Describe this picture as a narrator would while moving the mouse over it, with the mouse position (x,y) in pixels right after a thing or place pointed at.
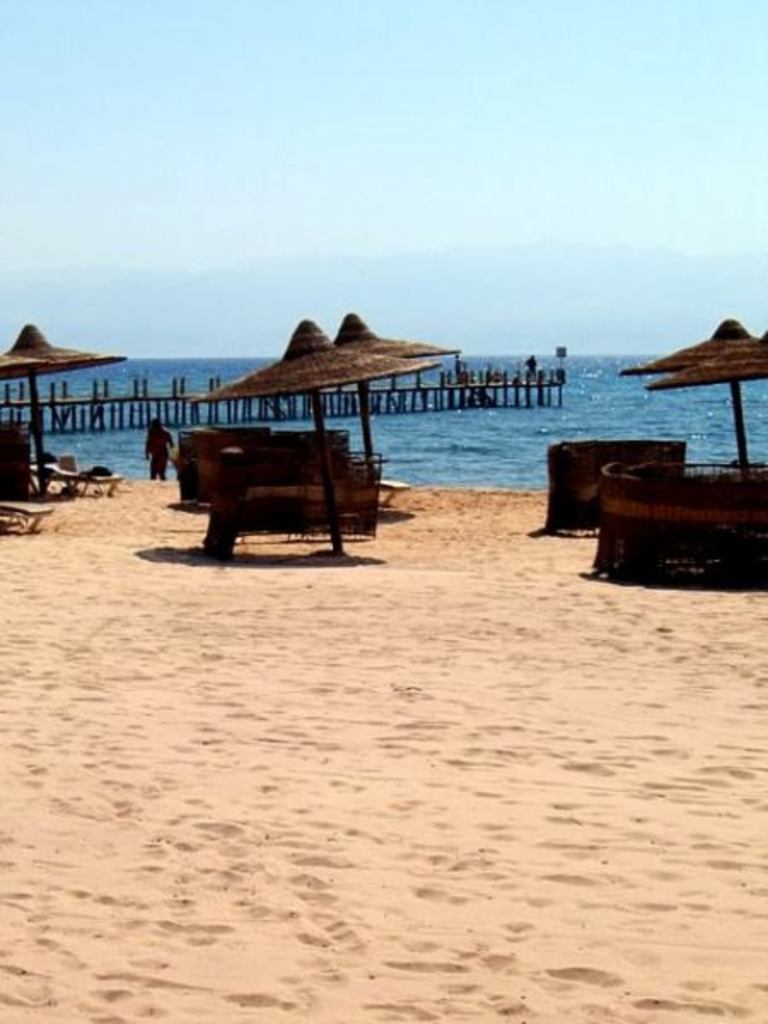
In this picture we can see umbrellas (318,456), chairs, some objects (675,465) and a person (159,423) standing on sand (329,693) and in the background (526,353) we can see two people (461,375) standing on a path (485,402), water (555,395), sky (489,114).
